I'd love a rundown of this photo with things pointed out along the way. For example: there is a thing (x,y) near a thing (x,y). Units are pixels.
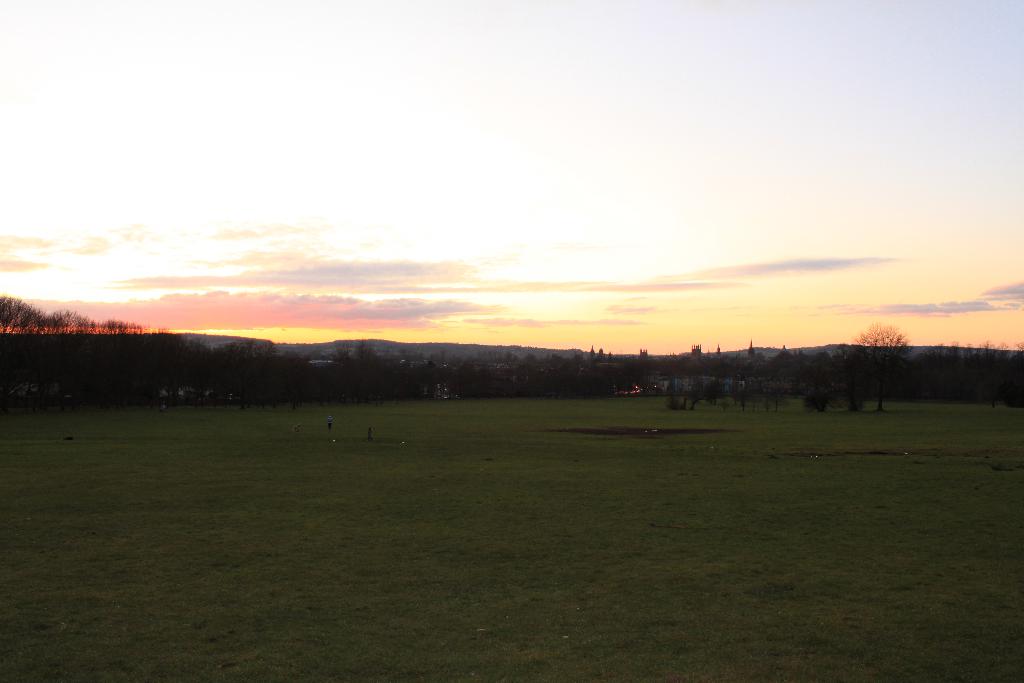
In this image we can see ground (182,506), trees (387,370), hills (241,338) and sky (493,233) with clouds (260,233).
